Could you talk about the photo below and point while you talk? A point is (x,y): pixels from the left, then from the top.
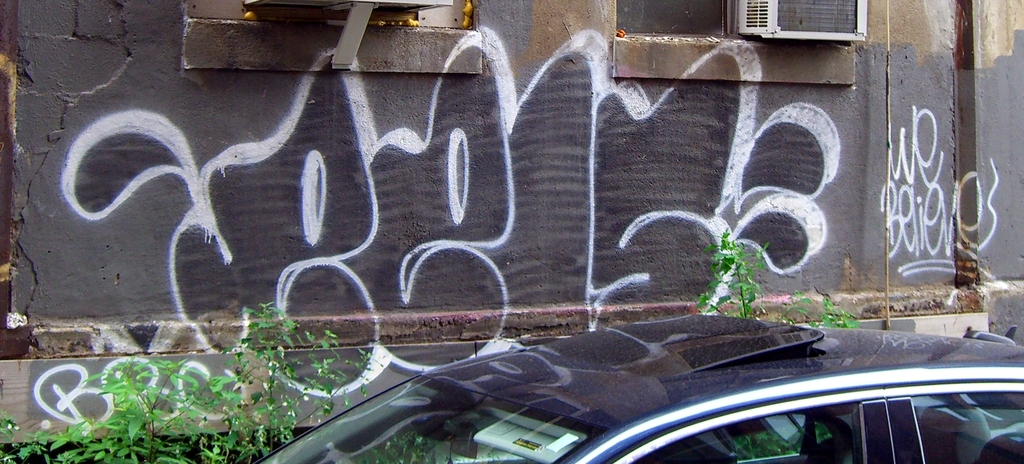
In this image we can see graffiti painting (784,216) on the wall (145,113). There is a car (719,331) at the bottom of the image (649,422). Behind the car (380,410), plants (350,355) are there. We can see two windows (700,27) and AC (800,22) at the top of the image (384,18).
